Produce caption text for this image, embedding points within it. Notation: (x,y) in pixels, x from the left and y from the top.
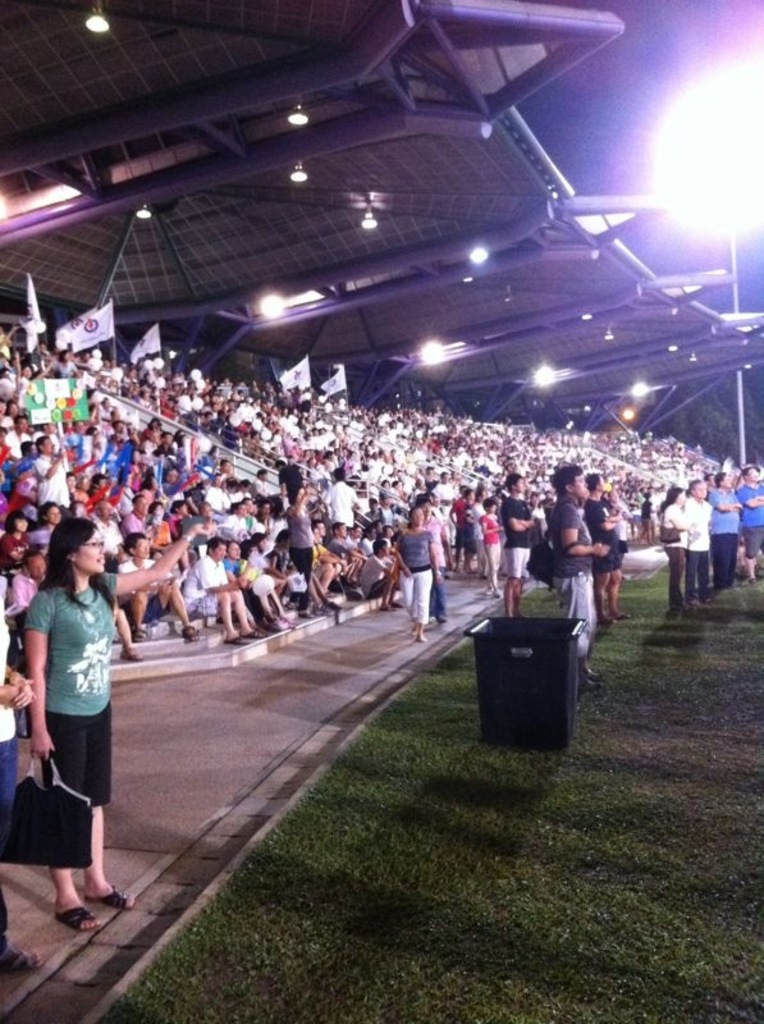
In this image I can see group of people (440,530), some are sitting and some are standing. In front (84,638) the person (83,740) is wearing green and black color dress (94,657) and I can also see few poles (742,393) and few lights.
